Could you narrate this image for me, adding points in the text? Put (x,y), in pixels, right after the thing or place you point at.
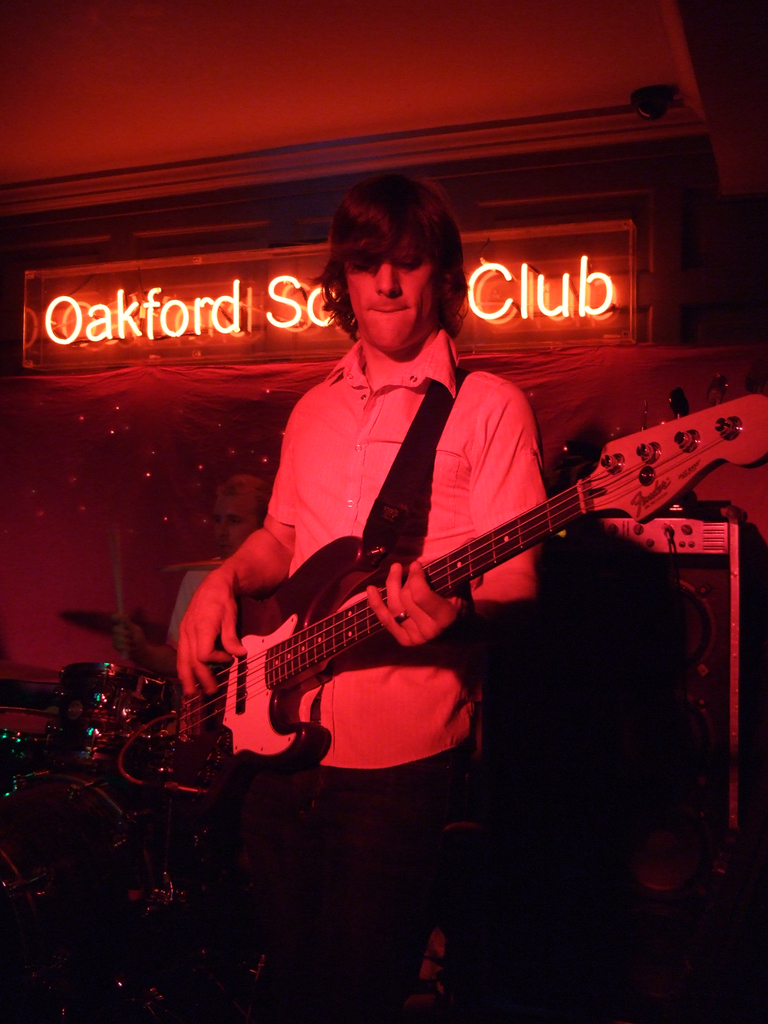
In this picture we can see a man (366,519), he is playing guitar (252,633), behind to him we can find some musical instruments (81,856) and a hoarding (218,339).
